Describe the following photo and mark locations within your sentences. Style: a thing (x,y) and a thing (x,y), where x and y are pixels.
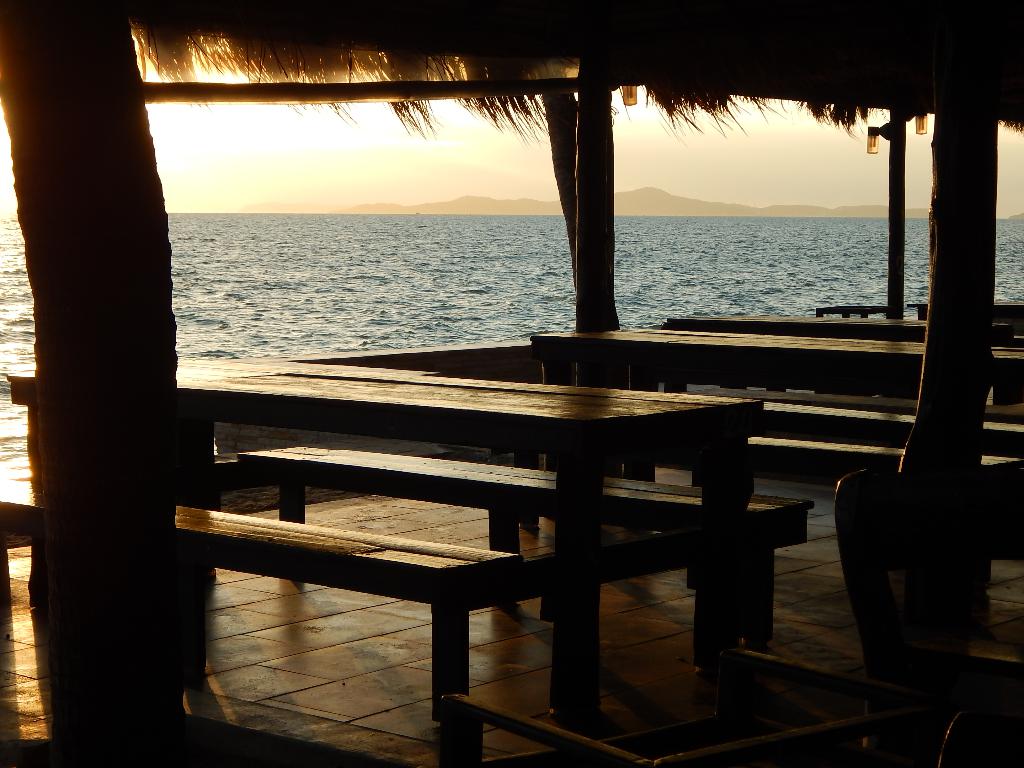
In this picture we can observe tables (231,409) and benches (665,518) in the hut (336,502). We can observe some pillars (892,316). In the background (405,270) there is an ocean (400,275). We can observe hills (430,203) and a sky (352,152).
